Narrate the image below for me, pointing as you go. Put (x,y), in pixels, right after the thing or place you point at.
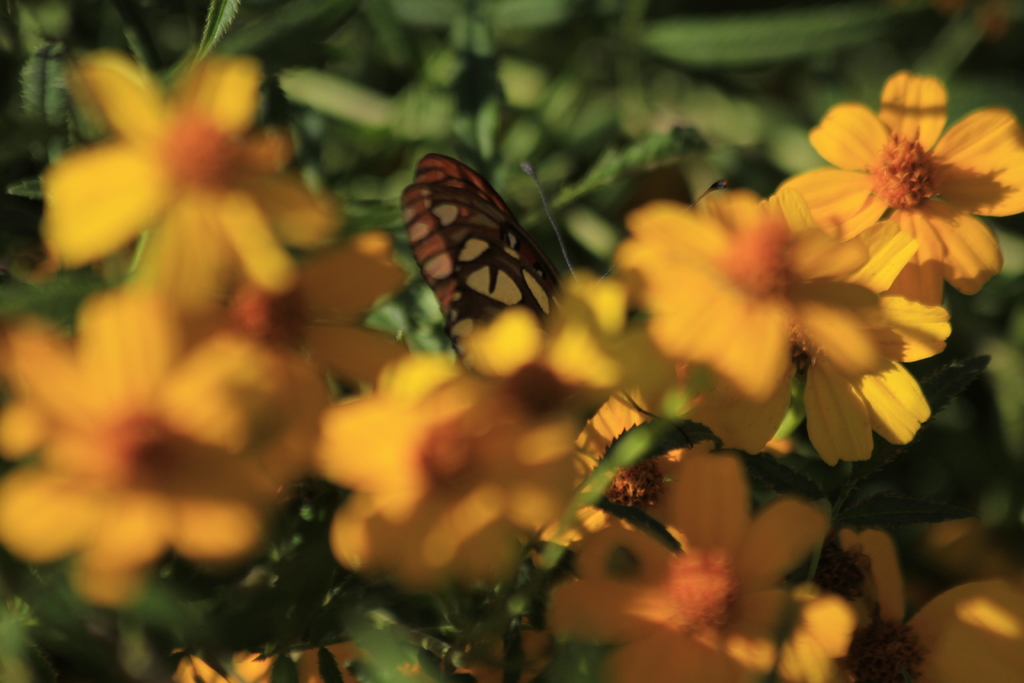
In the image there is a plant (315,307) with yellow color flowers (868,248).
